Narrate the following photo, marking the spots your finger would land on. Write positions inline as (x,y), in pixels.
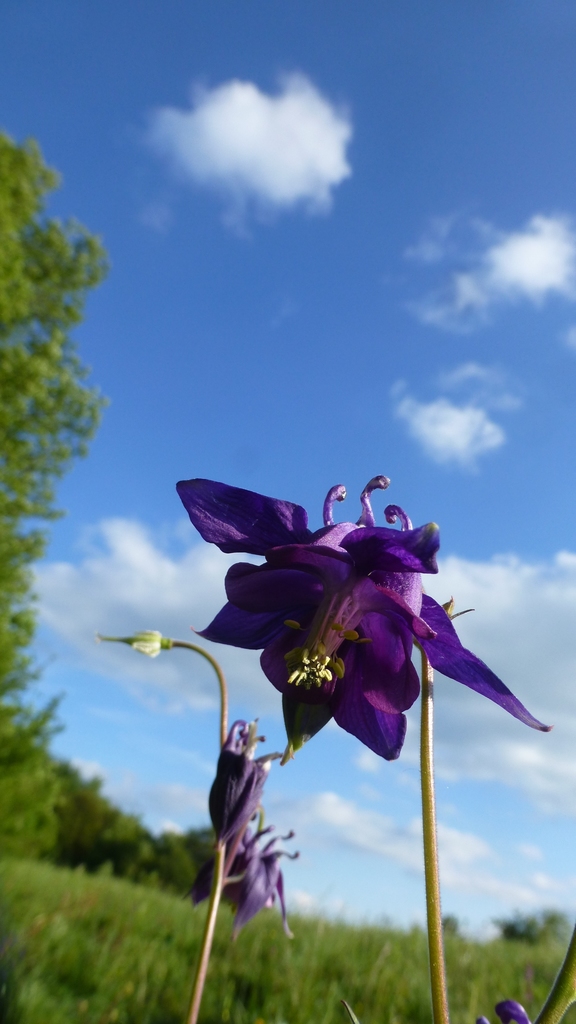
Here I can see two stems (433,979) along with the buds (223,834) and a flower (362,654). These are in violet color. In the background (182,945), I can see the grass (103,933) and trees (75,800). At the top of the image (362,240) I can see the sky (304,330) and clouds (293,151).
